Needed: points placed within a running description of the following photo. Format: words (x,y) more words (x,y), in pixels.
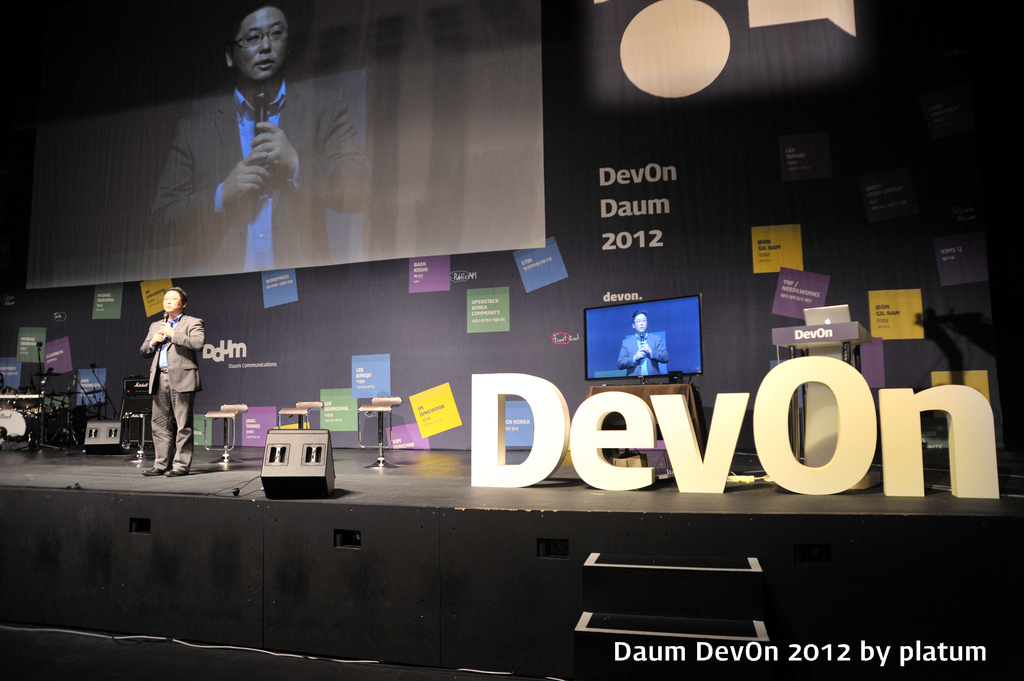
At the bottom right side of the image (831,644), we can see some text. In the center of the image (471,452), we can see one stage (267,535), staircase (604,576) and a few other objects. On the stage (452,492), we can see one person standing and holding a microphone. And we can see the speakers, stools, banners (447,284), microphones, some instruments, one table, one cloth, screen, monitor (640,377) and a few other objects (546,394). On the banners (525,422), we can see some text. And we can see the same person (636,350) holding a microphone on the screen (392,206) and on the monitor (662,335).
